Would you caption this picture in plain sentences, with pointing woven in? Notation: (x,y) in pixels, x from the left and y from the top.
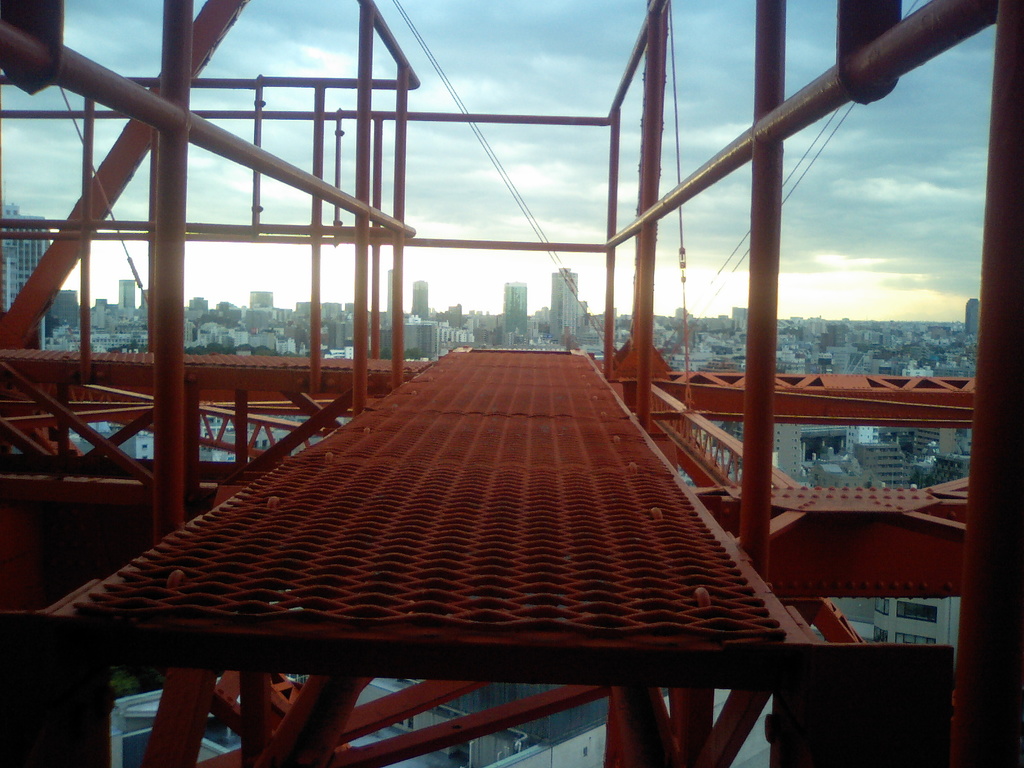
In the image there is construction of a building (283,534) with rods (304,175) and poles (974,421). In the background (219,722) there are many buildings (927,341). And also there is sky (744,7) with clouds (313,92).
